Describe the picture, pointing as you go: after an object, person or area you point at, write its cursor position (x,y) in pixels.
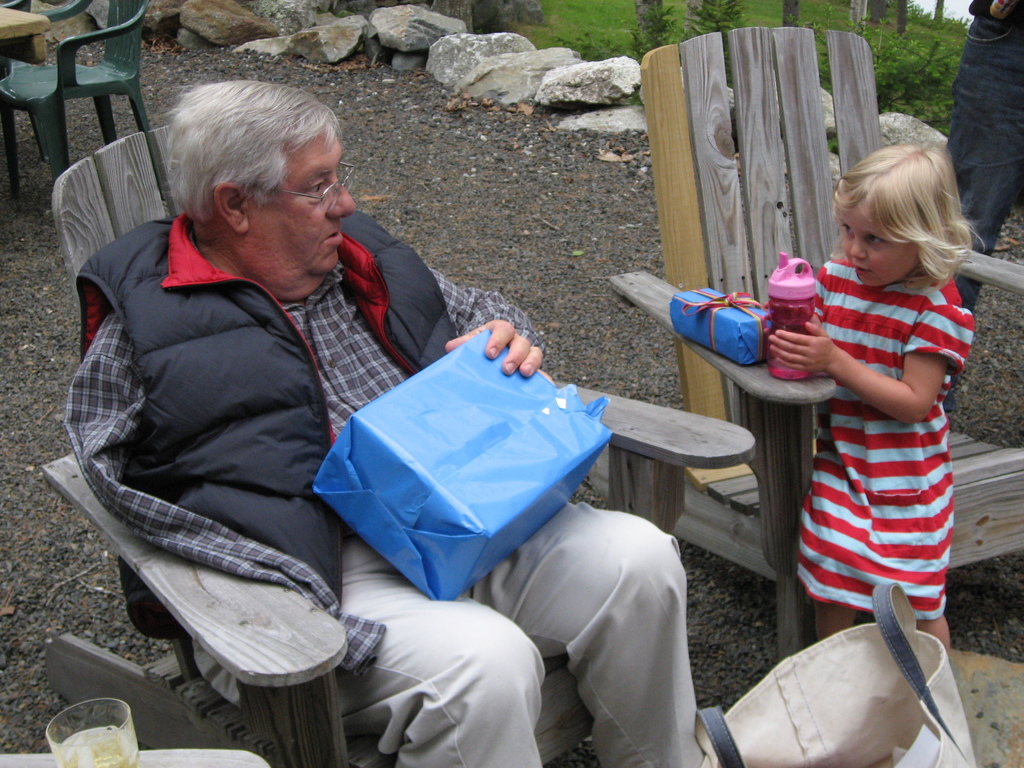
In the image there is an old man (400,370) sitting on wooden chair (165,677) holding a box (443,442), beside him there is a girl (885,319) in red and white striped dress (885,319) standing beside chair (789,482) on the gravel floor (573,209) and behind there are rocks (500,100) in front of grassland (629,35).
